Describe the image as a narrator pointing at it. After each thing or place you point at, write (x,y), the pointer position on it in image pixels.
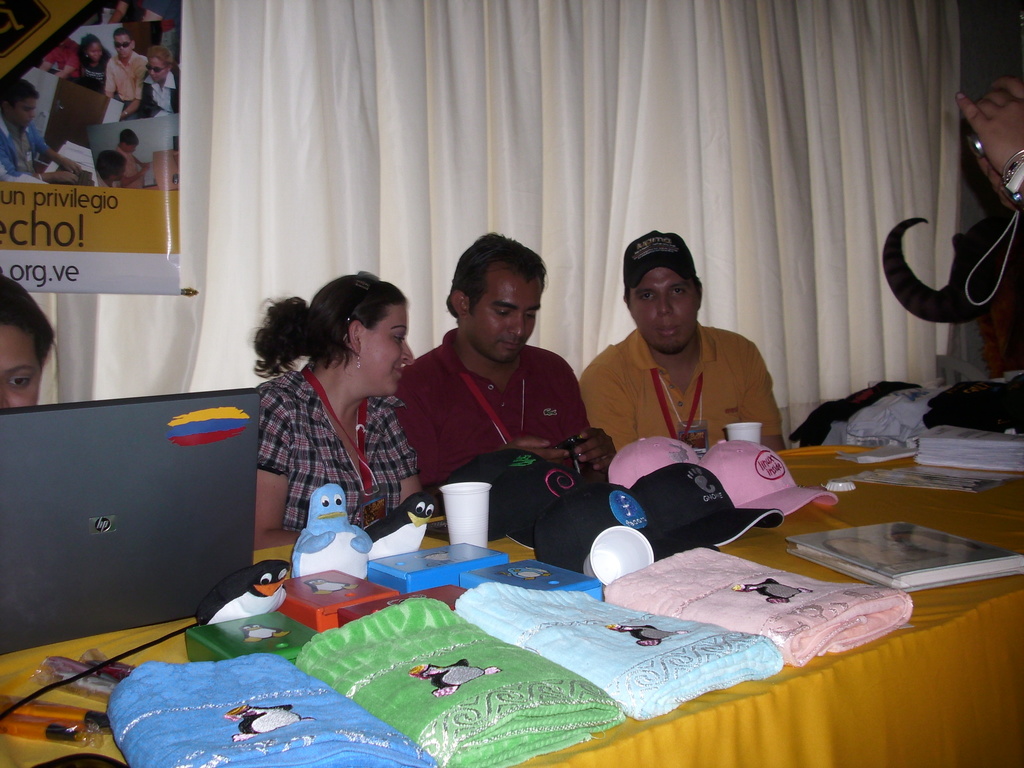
In the picture we can see some people (277,522) are sitting near to the desk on the desk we can see a table cloth (971,522) which is yellow in color on it we can see some dolls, caps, glasses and some towels (205,745) and they are wearing a tags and in the background (121,142) we can see a white color curtain (397,187) and beside it we can see a banner (165,136).
